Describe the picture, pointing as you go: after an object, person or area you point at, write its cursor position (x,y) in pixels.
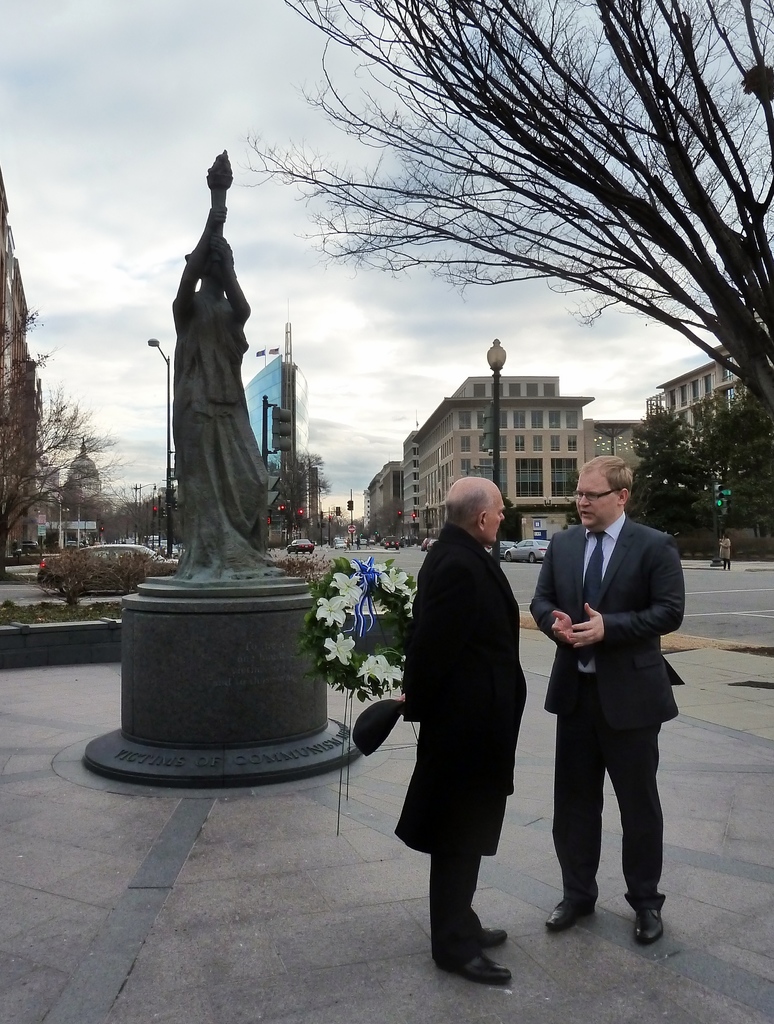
On the right side of the image (604,690) we can see two people (601,723) standing. On the left (218,663) there is a statue (213,575). In the background (411,441) there are poles (495,440), buildings (415,442), trees (737,405), cars (95,552) and sky (222,108).
